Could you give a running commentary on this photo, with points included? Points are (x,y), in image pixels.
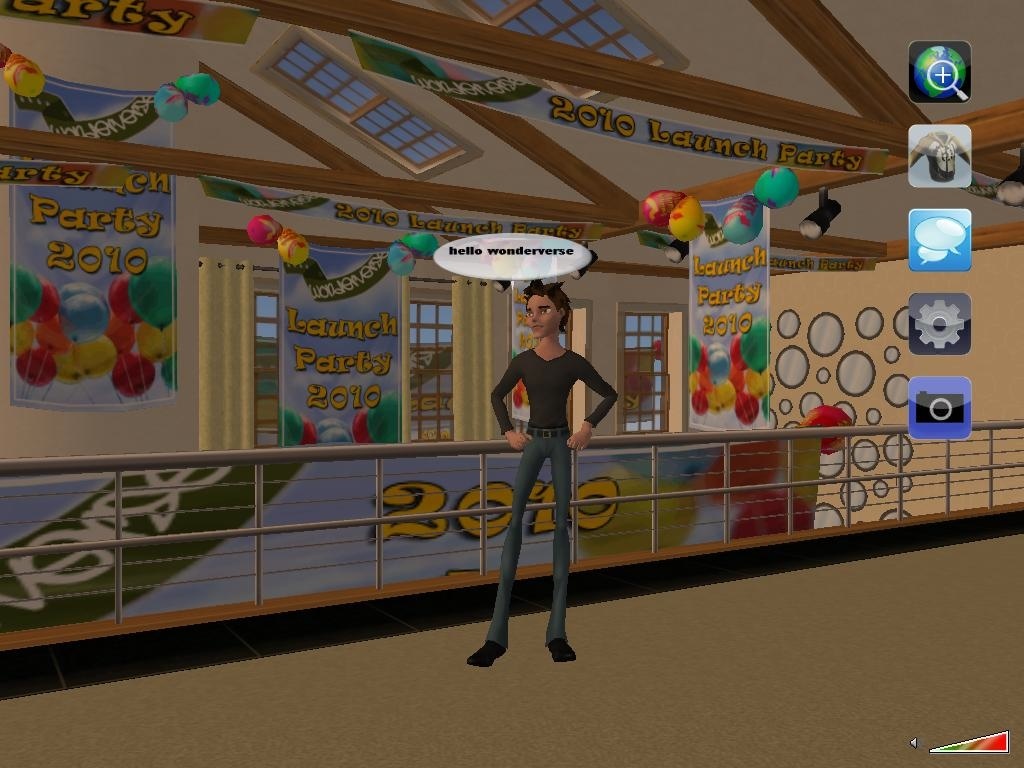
In this picture I can see an animated image, on which we can see a person (503,590) standing, side we can see a house (495,39) to which we can see some banners (358,317) and also we can see some applications (927,211) on the screen (936,313).
